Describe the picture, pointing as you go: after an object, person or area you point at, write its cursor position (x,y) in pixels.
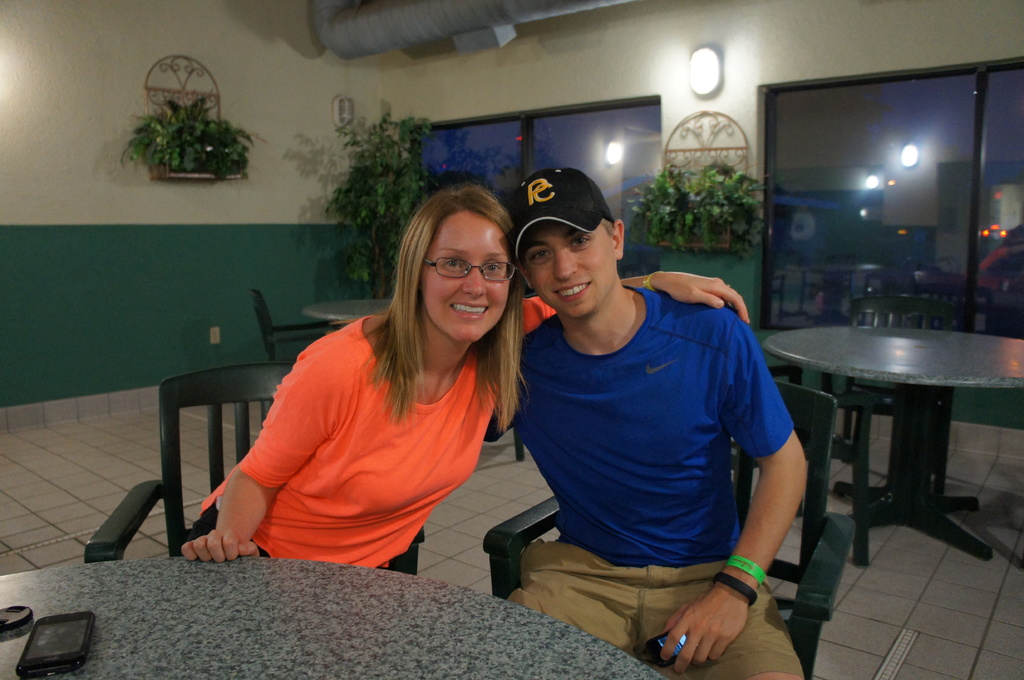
In this picture we can see a man (544,562) and a woman (473,415) sitting on the chairs (216,396). This is the table (332,625), on the table (345,639) there is a mobile (73,637). This is the floor (44,476). On the background (71,211) we can see a wall (82,199). These are the plants (734,234) and this is light (718,79). And this is glass (935,198).
